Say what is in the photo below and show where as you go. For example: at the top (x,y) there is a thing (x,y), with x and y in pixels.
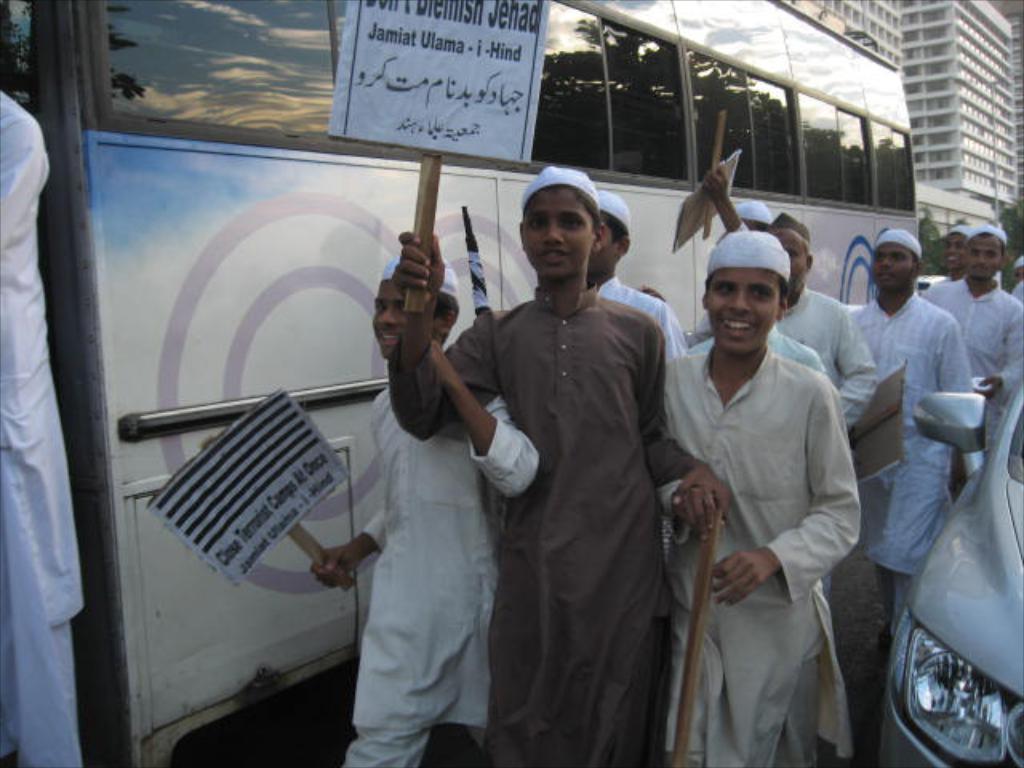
In this picture we can see some people (765,297) are walking along with vehicles (59,209) on the road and they are carrying boards (445,13), beside we can see some buildings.
